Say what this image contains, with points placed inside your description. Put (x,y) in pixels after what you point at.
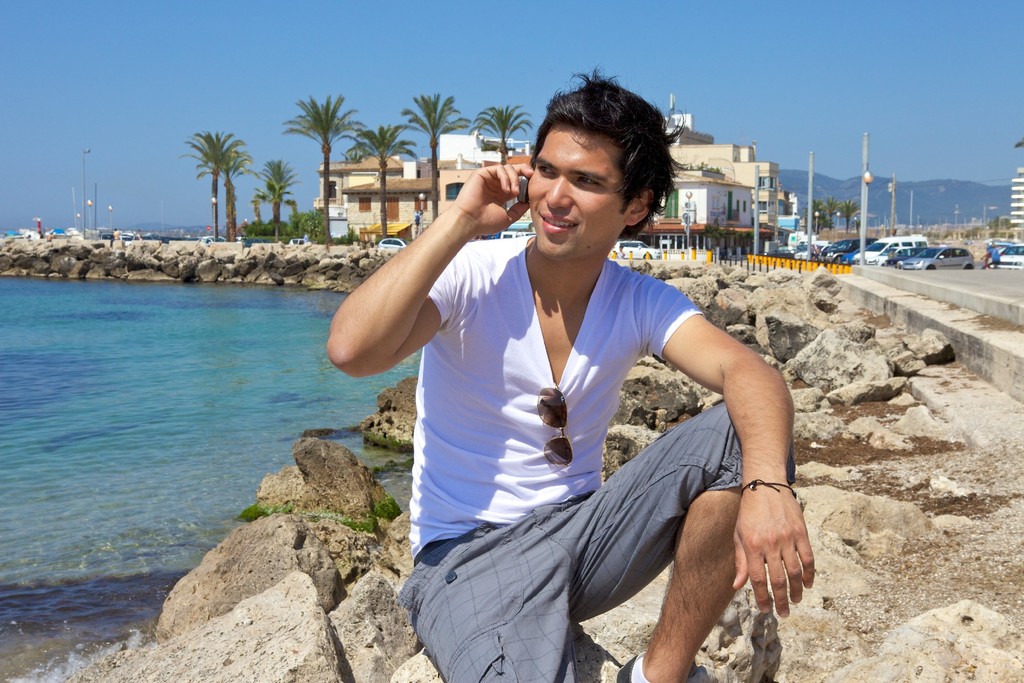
The man (559,145) in front of the picture wearing a white T-shirt (477,373) is sitting on the rock (340,643). He is holding a mobile phone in his hand (513,187) and he might be talking on the mobile phone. He is smiling. Behind him, we see the water (76,382) and the rocks (715,285). On the right side (853,257), we see cars (955,253) parked along the road (912,274). There are poles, trees (840,226) and buildings (774,214) in the background (732,221). We even see the hills (803,175) in the background (997,197). At the top of the picture (158,124), we see the sky (177,61), which is blue in color.
